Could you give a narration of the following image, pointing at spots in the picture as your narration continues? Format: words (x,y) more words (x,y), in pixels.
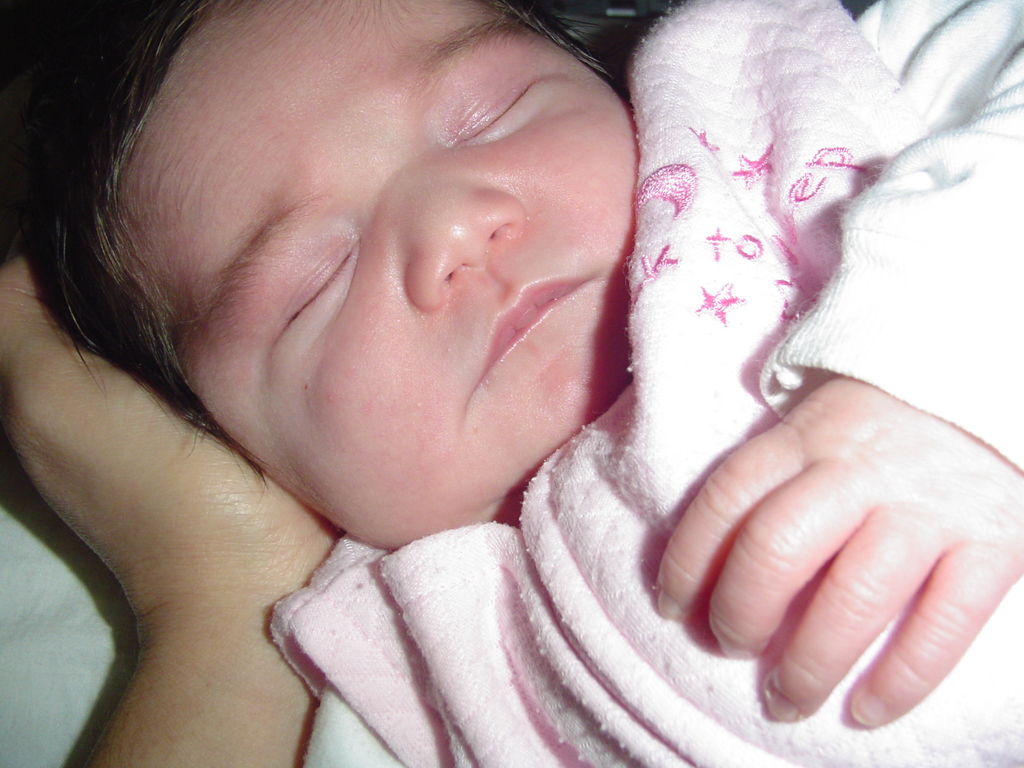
In this image I can see a baby (322,296) sleeping and wearing baby pink dress (574,544). I can see a person hand (194,594).
